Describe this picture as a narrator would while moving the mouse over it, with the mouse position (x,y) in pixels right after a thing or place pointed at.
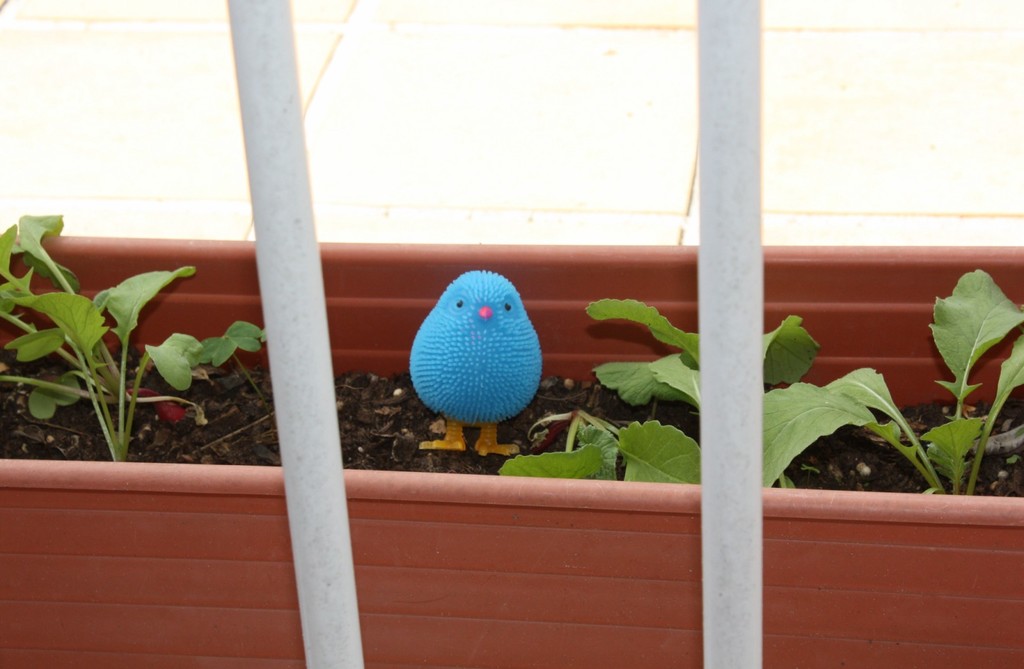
We can see toy bird (460,334) on soil (455,456) and we can see plants (31,338). In the background (464,112) we can see wall (621,196).
